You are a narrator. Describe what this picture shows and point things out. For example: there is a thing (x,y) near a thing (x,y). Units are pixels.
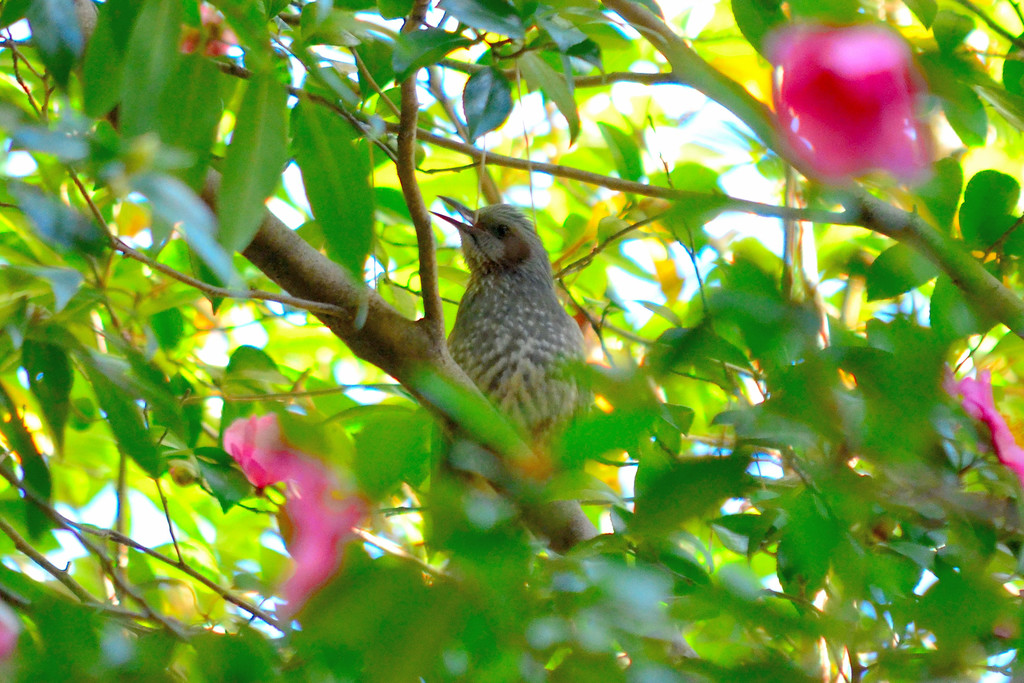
In this image we can see a bird (543,353) on the tree (551,469) and flowers (905,119).
